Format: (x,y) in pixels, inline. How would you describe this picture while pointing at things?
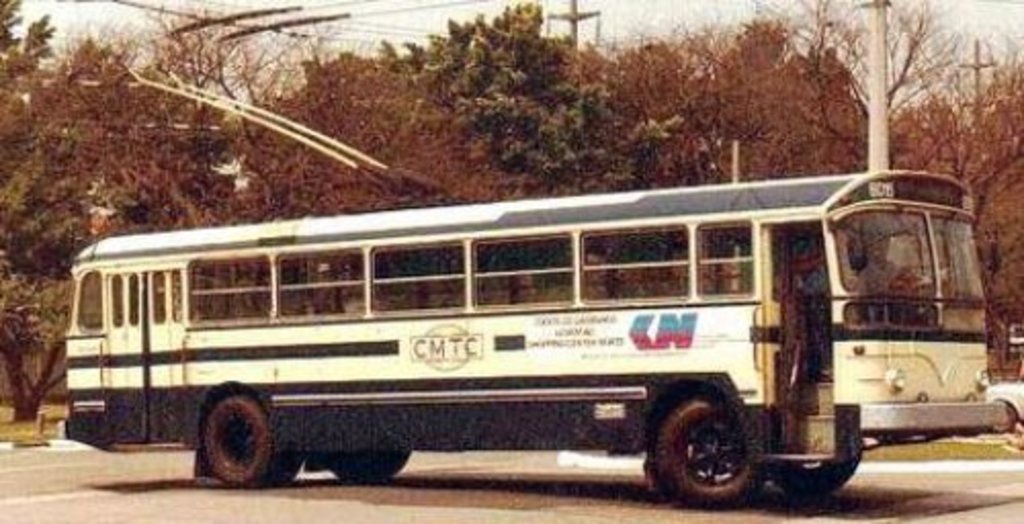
In this image there is a bus (449,376) on the road (483,488). In the background (434,132) there are trees (438,119). On the right side (867,59) there is a pole (883,92). At the top (244,30) there are wires (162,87). On the right side (1003,385) bottom there is a car (1016,410) in the background (1002,390).
